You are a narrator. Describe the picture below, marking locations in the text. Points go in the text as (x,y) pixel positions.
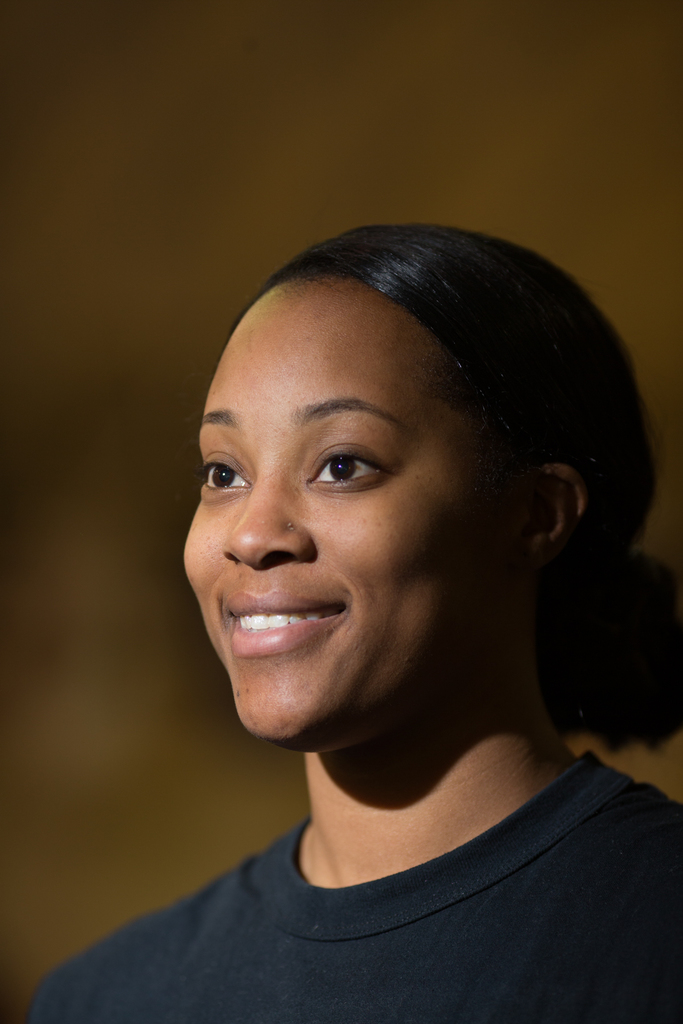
In this image there is a woman (417,690) smiling, and there is blur background (540,63).
